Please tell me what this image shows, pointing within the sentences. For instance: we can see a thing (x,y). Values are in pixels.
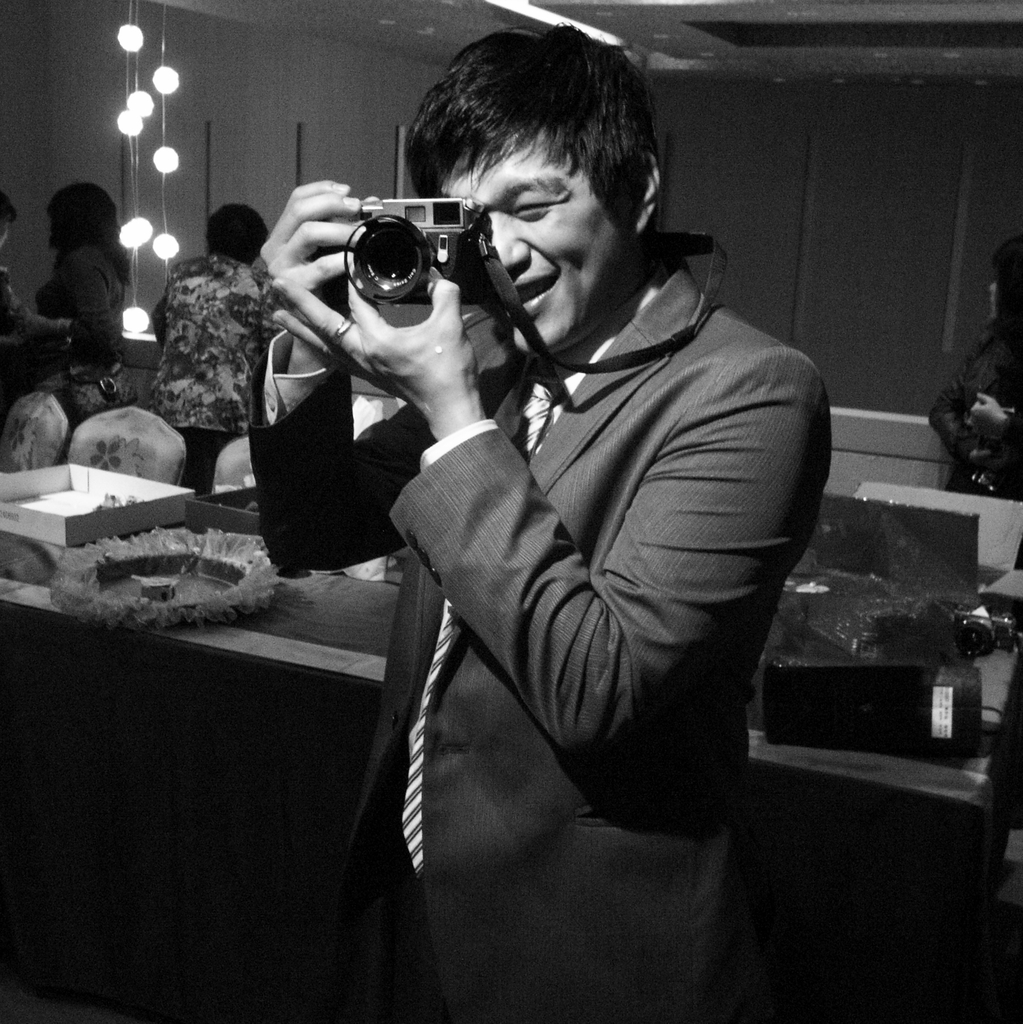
In the middle (573,489) there is a man (519,447) he wears suit (592,556) and tie (534,417) he is holding a camera (410,274). In the background (184,398) there is a box (90,511), chair (118,458), people (174,339), lights (143,319), table (912,787), camera (988,638).
